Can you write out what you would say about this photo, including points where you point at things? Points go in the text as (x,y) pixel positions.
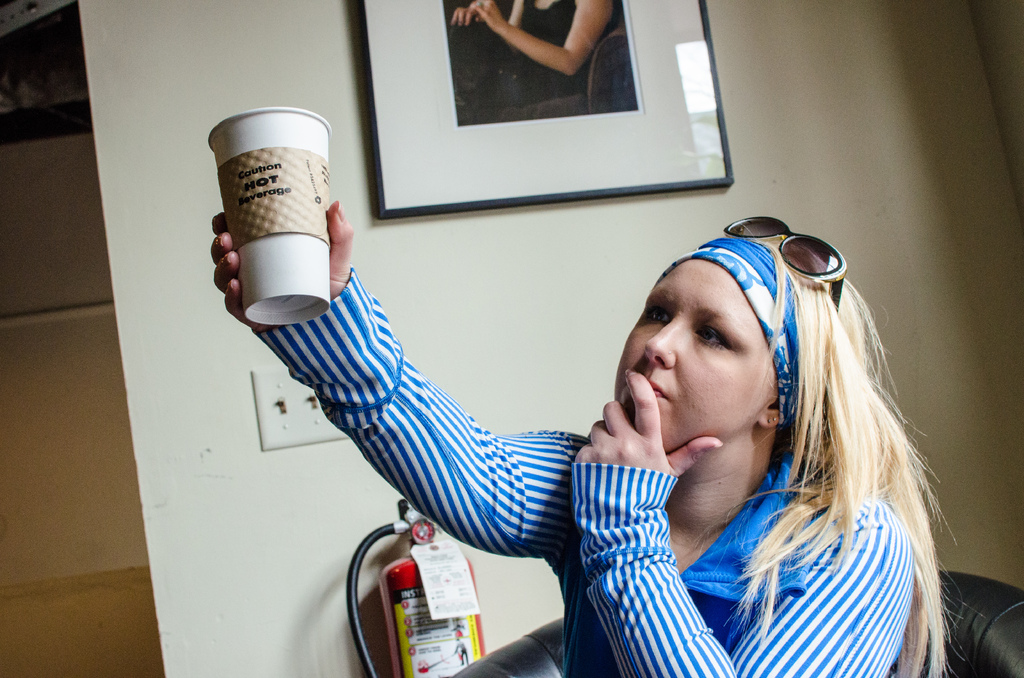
In this picture we can see a person (645,632) holding a cup (259,311) and behind the person (622,487) there is a wall (573,314) with a photo frame (490,75) and a fire extinguisher (403,608).
